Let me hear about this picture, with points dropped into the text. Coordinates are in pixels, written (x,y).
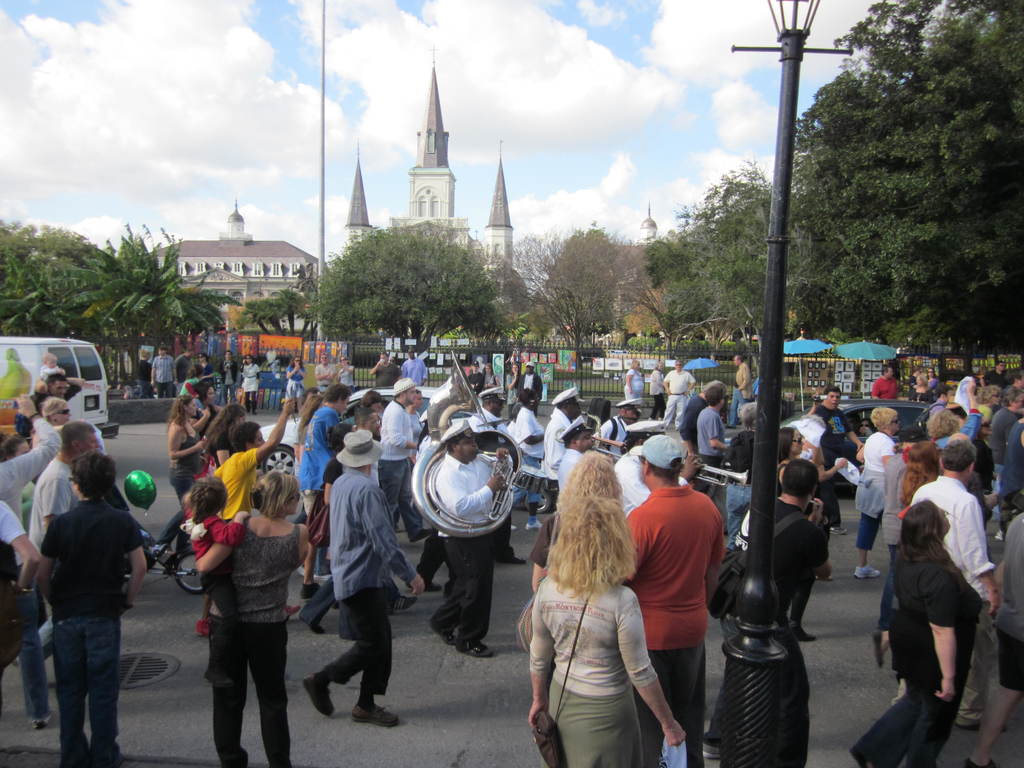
This is the picture of a place where we have some people (560,399) on the road (306,752), among them some are playing the musical instruments (468,521) and around there are some buildings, trees (345,316), plants (101,322), fencing (347,336), vehicles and poles (787,107) which has some lights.
